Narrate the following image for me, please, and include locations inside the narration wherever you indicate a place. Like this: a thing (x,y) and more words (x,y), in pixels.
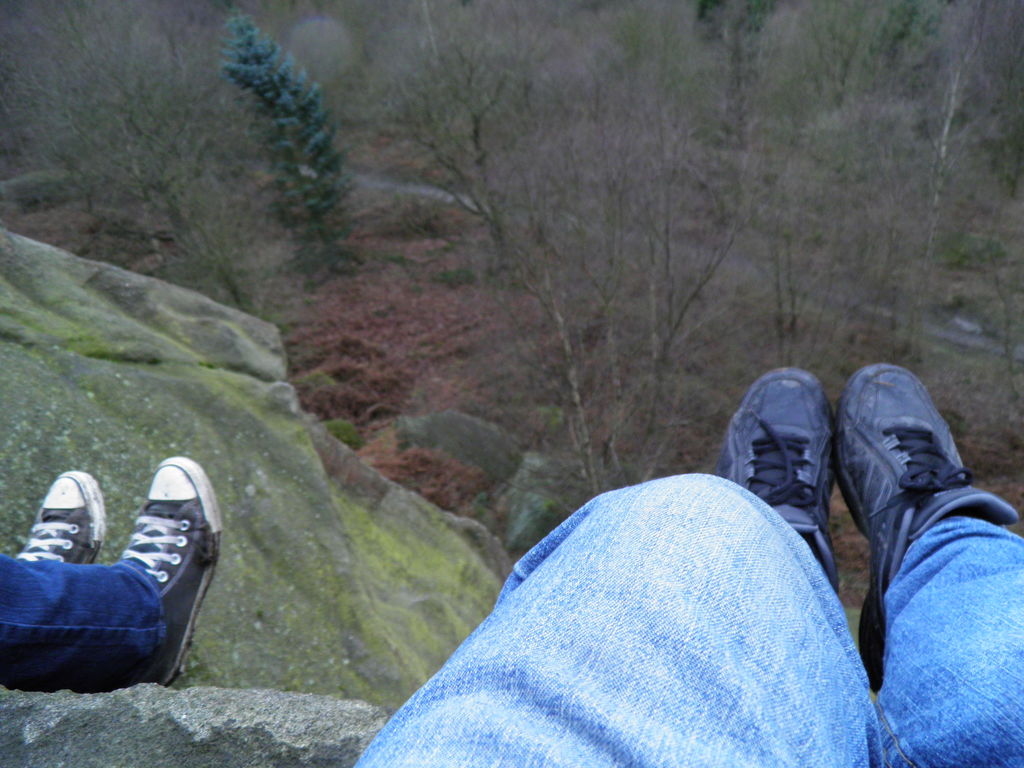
In this picture I can see the legs (697,697) of the persons (202,572). I can see the rock (183,423). I can see trees (588,183).
